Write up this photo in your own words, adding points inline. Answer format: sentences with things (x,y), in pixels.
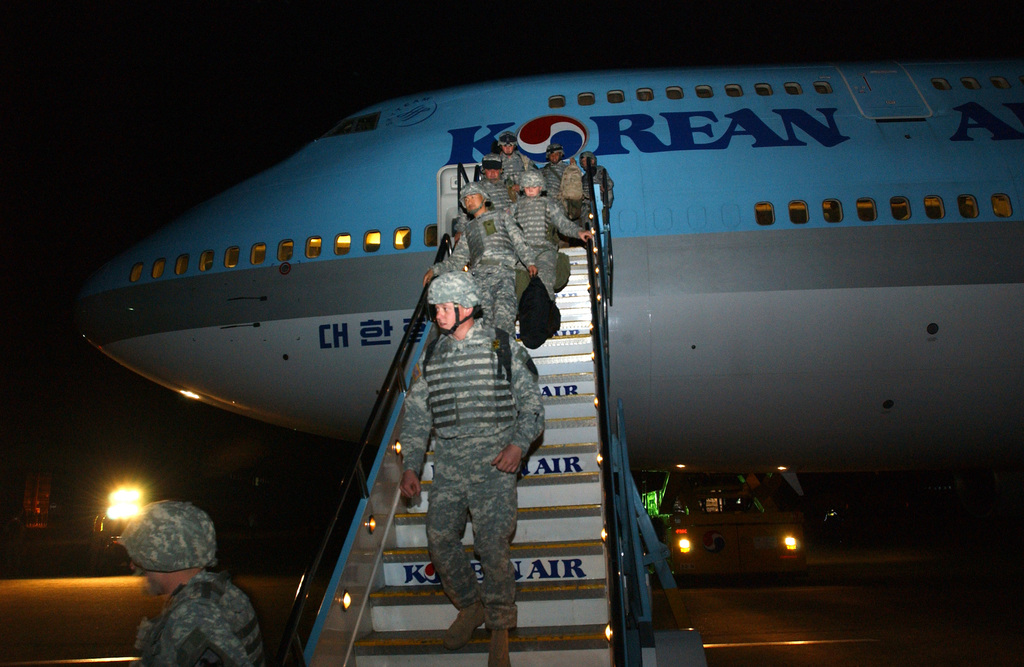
In this picture we can see an airplane (235,267), people (460,576), here we can see vehicles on the ground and in the background (325,447) we can see it is dark.
